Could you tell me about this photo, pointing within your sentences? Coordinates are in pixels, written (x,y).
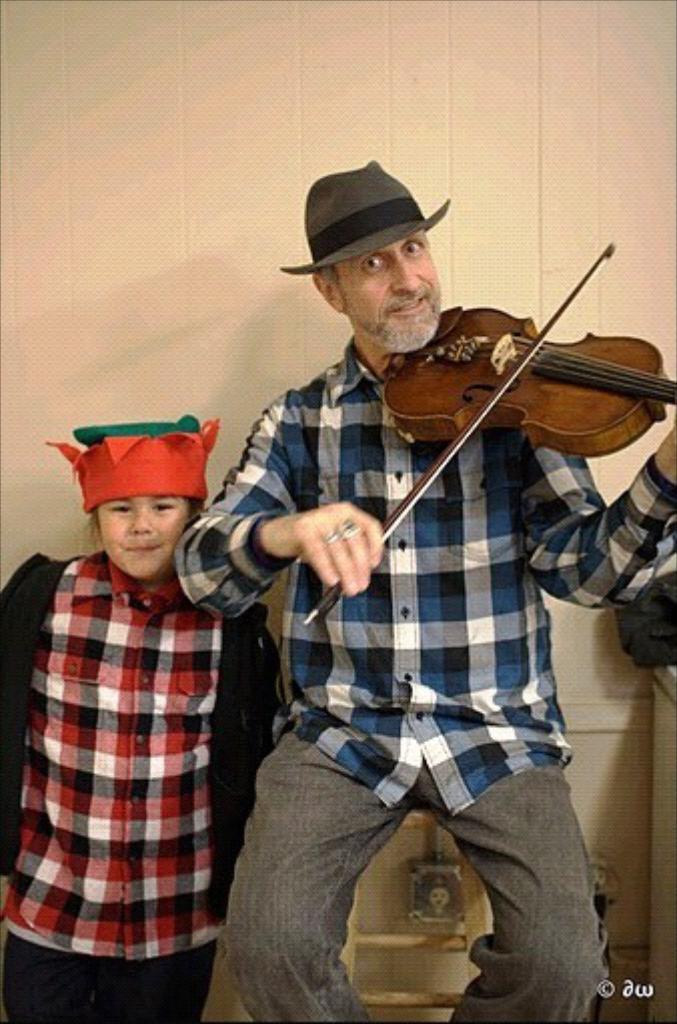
This person (165,677) standing and this person (380,634) sitting and holding musical instrument (530,390). On the background (431,145) we can see wall (307,142).
